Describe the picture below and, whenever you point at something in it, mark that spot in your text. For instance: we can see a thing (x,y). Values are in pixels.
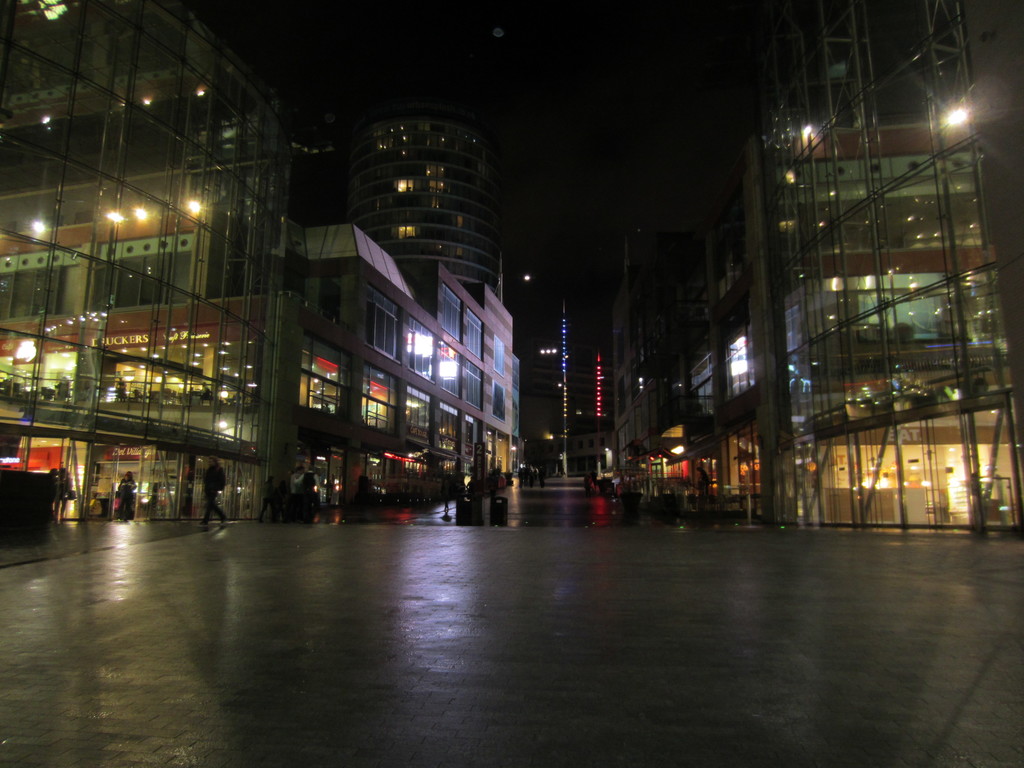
Here we can see buildings (853,351), lights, glasses (920,505), and few persons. There is a road (556,642) and there is a dark background (633,218).
